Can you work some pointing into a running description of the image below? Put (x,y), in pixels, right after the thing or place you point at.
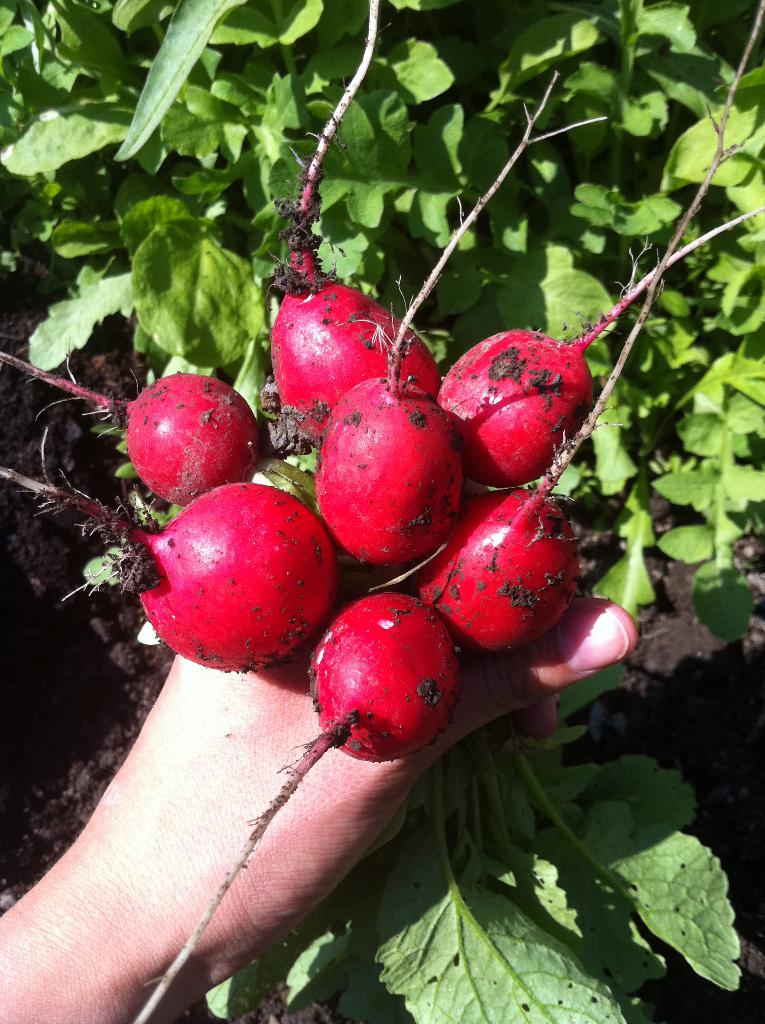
In this image we can see radishes (368,499) in the person's hand (277,820) and plants (652,308) in the background (624,133).
